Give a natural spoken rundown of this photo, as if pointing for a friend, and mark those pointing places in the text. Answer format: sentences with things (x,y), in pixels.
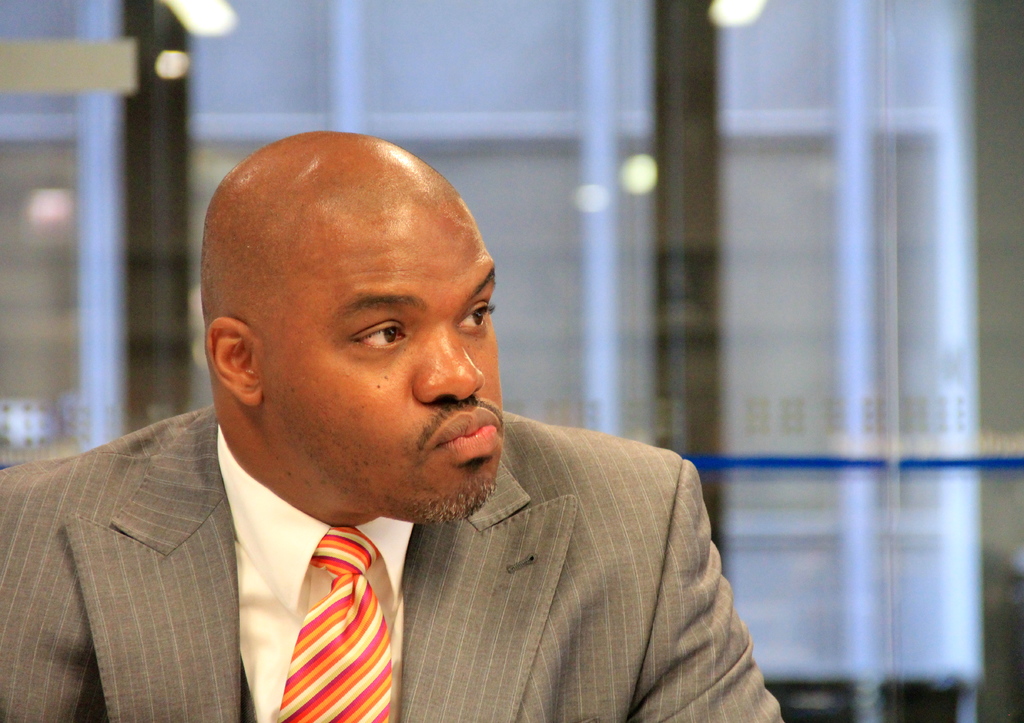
In the image there is a man (248,587), he is having bald head (296,281) and behind the man (176,454) the background (794,197) is blurry.
